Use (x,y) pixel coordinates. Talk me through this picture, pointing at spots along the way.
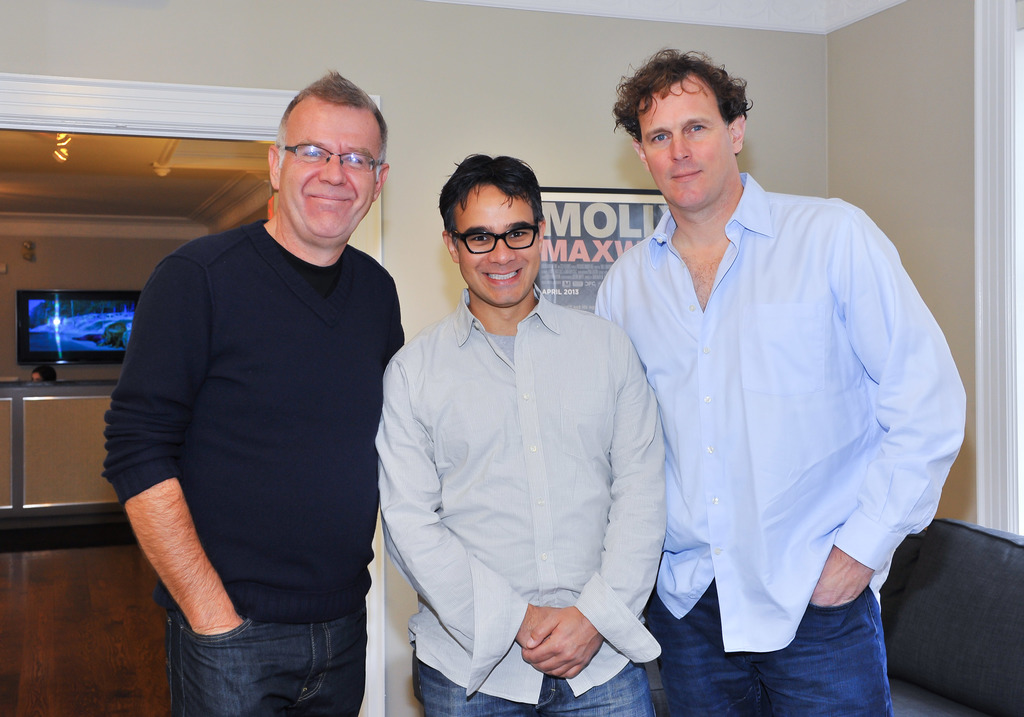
In this image we can see men (501,672) standing on the floor (118,653) and smiling. In the background (952,602) there are sofa set (946,572), wall hanging (626,228) attached to the wall (544,161), television set (66,334), person (42,370) sitting on the chair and electric lights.
